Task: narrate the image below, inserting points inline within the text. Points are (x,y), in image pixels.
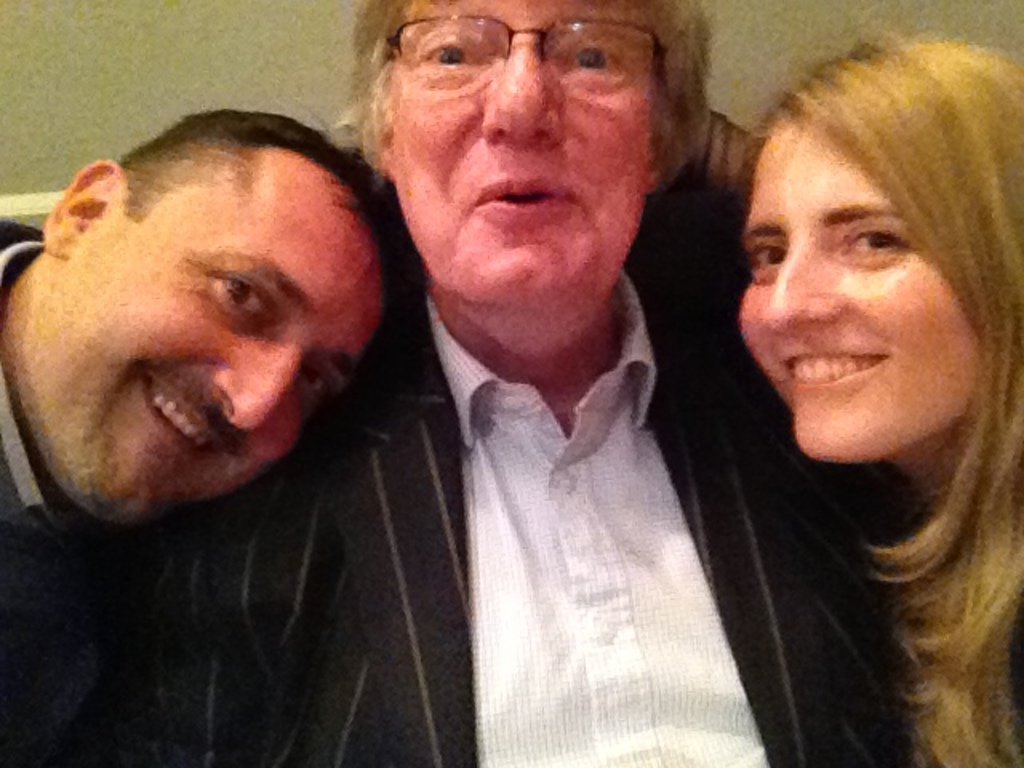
In this image we can see three people (498,74) smiling, among them one person (607,337) is wearing the spectacles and in the background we can see the wall (925,16).
